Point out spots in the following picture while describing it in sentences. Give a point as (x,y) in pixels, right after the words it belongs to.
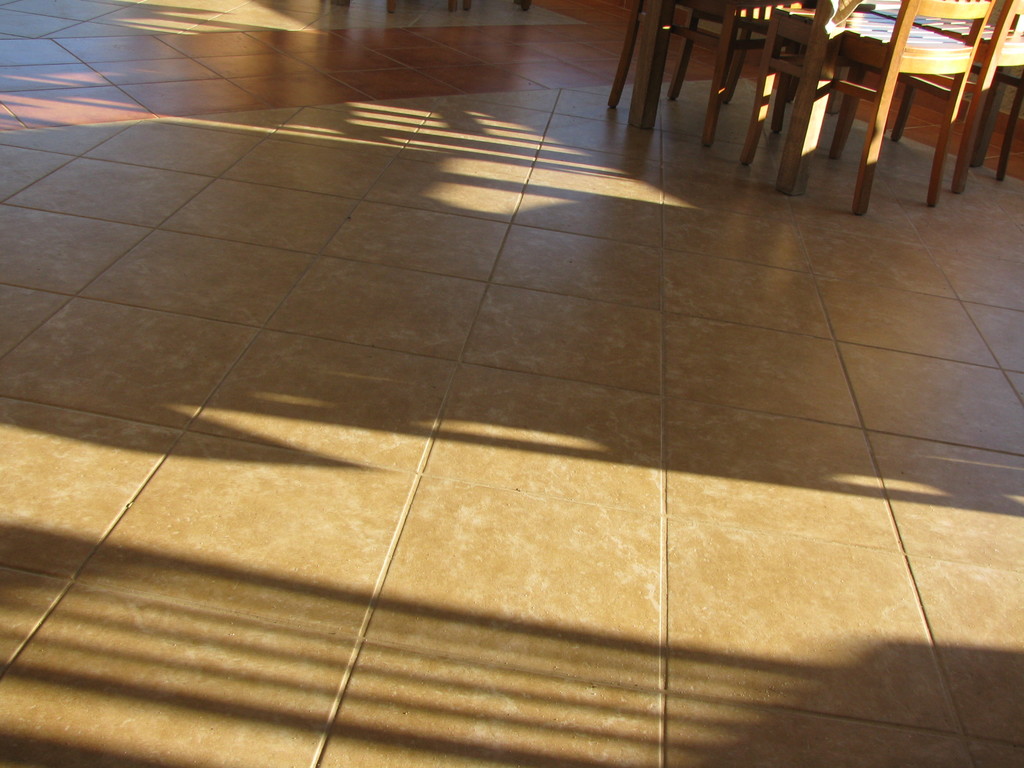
In this picture we can see a floor (395,319) is covered with tiles (480,206) and on the floor (600,130) there are wooden chairs (913,84).
